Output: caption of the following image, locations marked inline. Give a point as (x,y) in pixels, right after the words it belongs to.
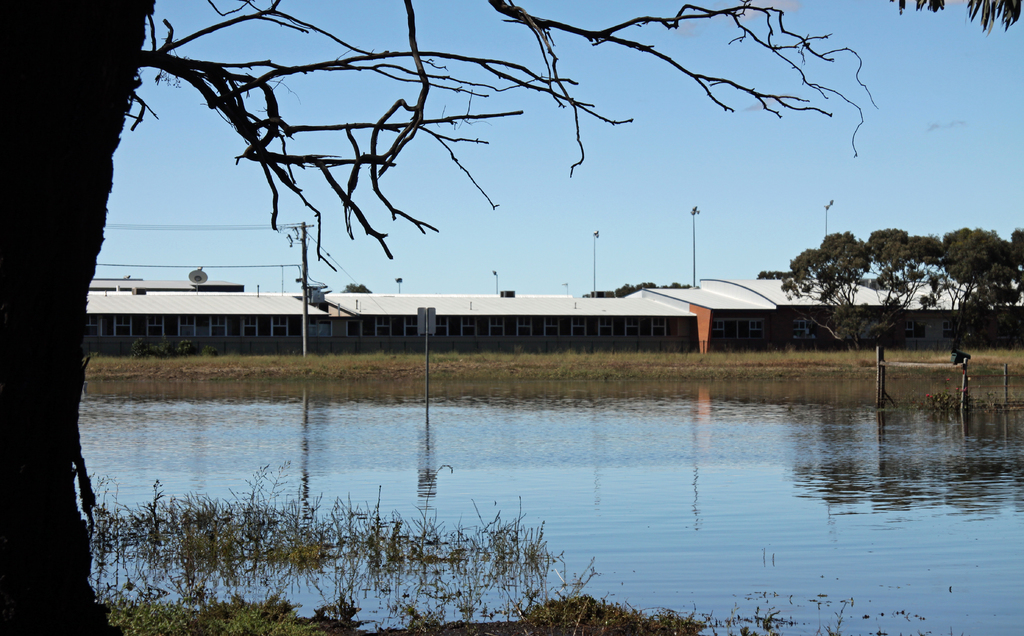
In this image we can see shelters (708,319), trees (947,242), poles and other objects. On the left side of the image (53,604) there is a tree (160,53). At the bottom of the image (557,552) there are water (637,584) and grass (341,592). On the water (880,476) we can see some reflections (919,465). At the top of the image (1007,65) there is the sky (546,137).
